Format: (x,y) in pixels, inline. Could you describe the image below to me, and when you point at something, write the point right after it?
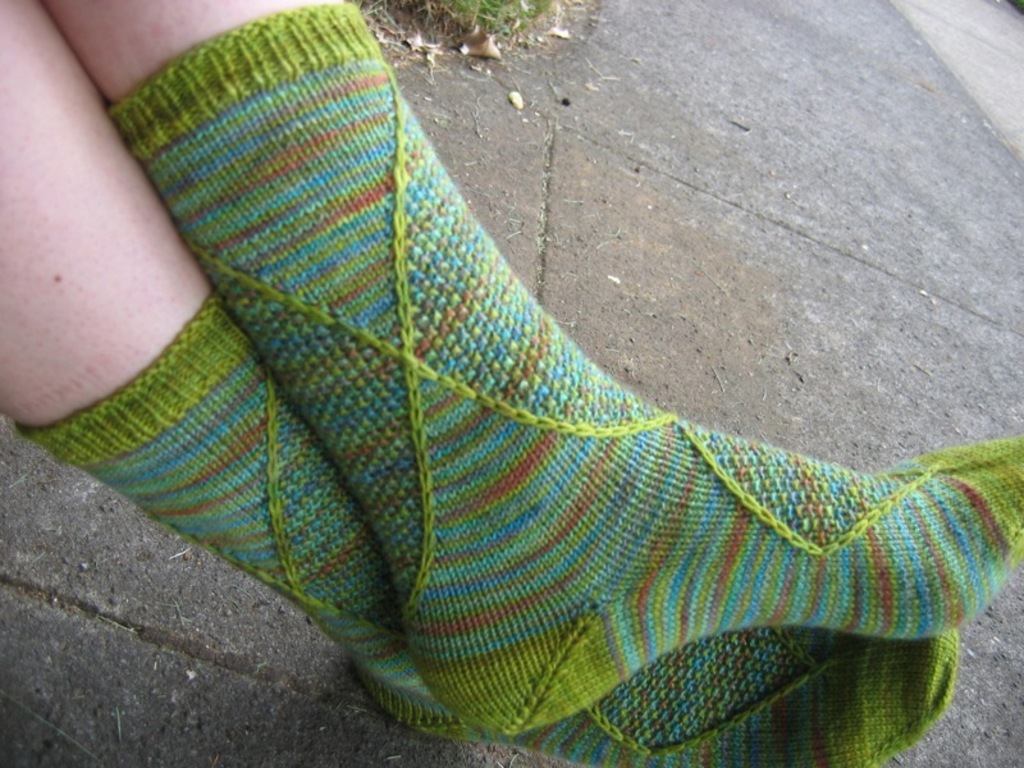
In this image we can see the legs (26,173) of a person (529,300) with socks (473,399) on the ground (733,355).
